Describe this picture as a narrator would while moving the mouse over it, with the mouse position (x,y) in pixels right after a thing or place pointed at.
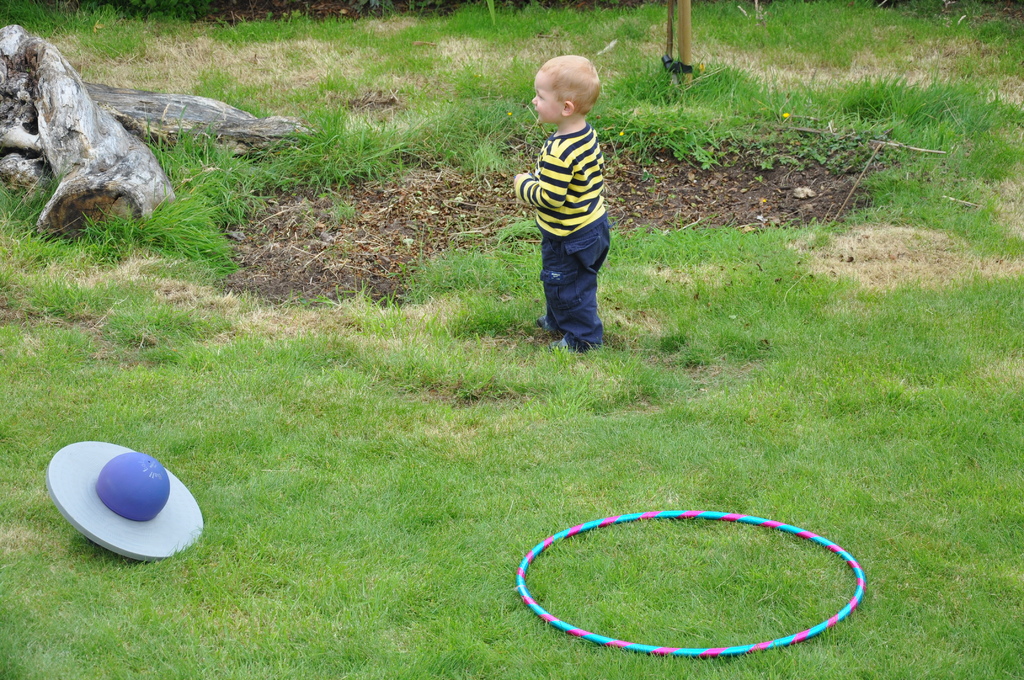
In this picture we can observe a ring (644,515) placed on the ground (480,483). We can observe some grass (321,556) on the ground (476,492). There is a kid (565,160) wearing black and yellow color T shirt (563,178) standing on the ground (399,294). On the left side (156,125) we can observe trunk (105,128) of a tree (62,125). There is a pole (680,6) in the background (683,37).
